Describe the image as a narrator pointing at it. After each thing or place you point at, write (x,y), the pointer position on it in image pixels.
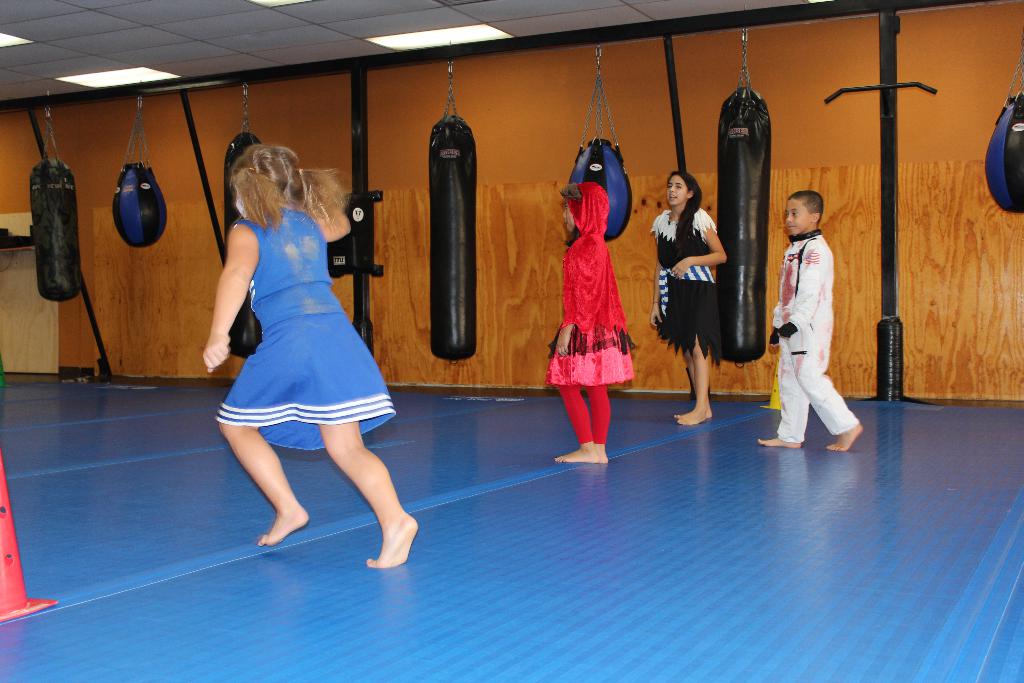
In this image there is a girl (288,332) wearing a blue dress (266,405). She is running on the floor (417,605). Left side (18,564) there is a cone (1,538). Right side (701,292) there are kids (791,342) and a woman (669,324) are on the floor (679,486). There are bags (75,241) hanging from the roof (249,68). There are lights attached to the roof (158,36).
